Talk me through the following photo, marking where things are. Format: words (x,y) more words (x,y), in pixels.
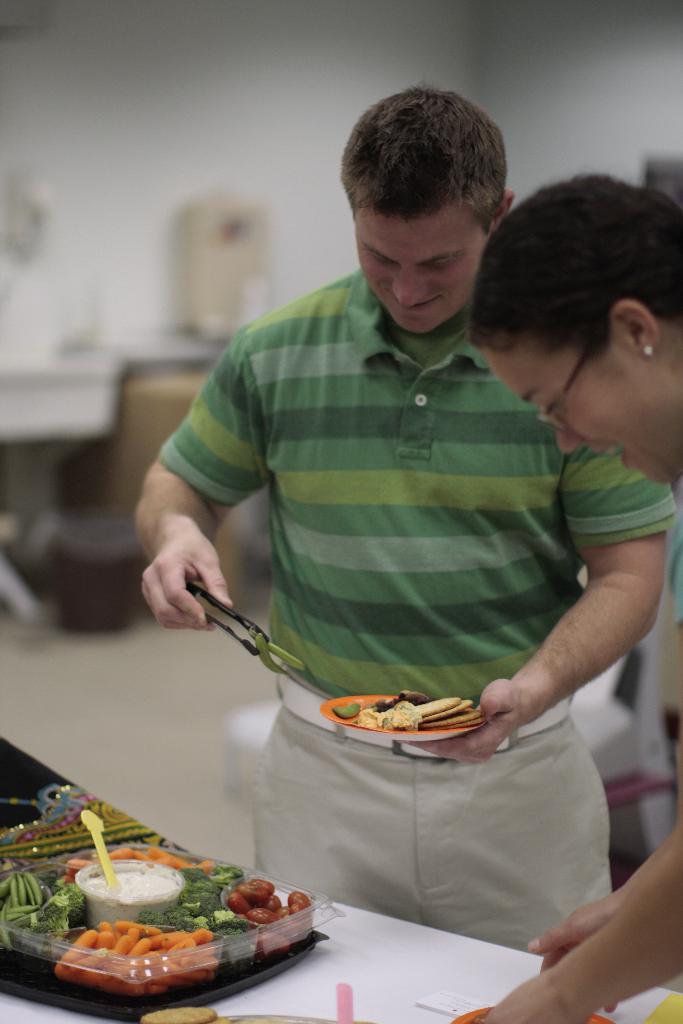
There is one person (372,471) standing and holding a plate (379,701) with some items (372,722) in the middle of this image (353,523). There is one other person (673,573) standing on the right side of this image (632,395). There is some food (170,912) kept in a container (235,957), and that container (218,955) is kept on a white table (363,971) as we can see at the bottom of this image (377,986).
